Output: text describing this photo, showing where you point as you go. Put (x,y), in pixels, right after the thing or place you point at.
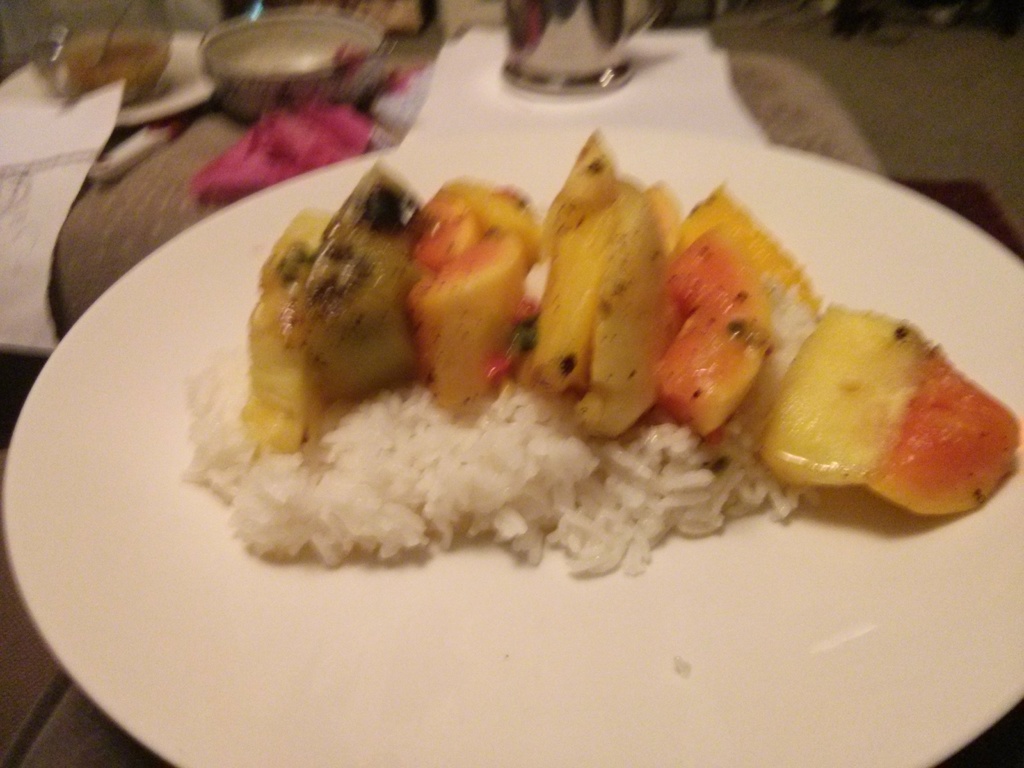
In this picture we can observe some rice (434,457) and fruit pieces (583,372) placed in the plate (233,597). The plate (218,578) is in white color. The plate (156,410) is placed on the table (35,701). In the background (261,71) we can observe another table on which we can observe bowl (224,40) and a jug (514,52).
